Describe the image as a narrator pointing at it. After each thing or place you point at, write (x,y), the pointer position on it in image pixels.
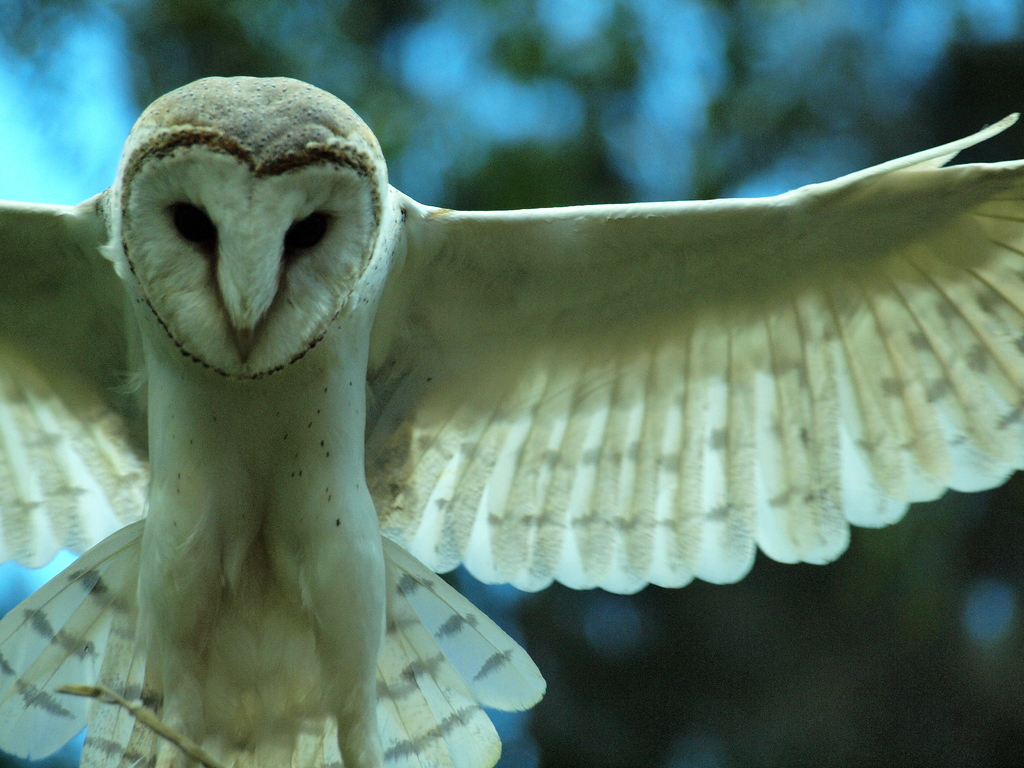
In this picture there is an owl (288,144) on the left side of the image (228,199) and the background (113,21) area of the image is blur.
